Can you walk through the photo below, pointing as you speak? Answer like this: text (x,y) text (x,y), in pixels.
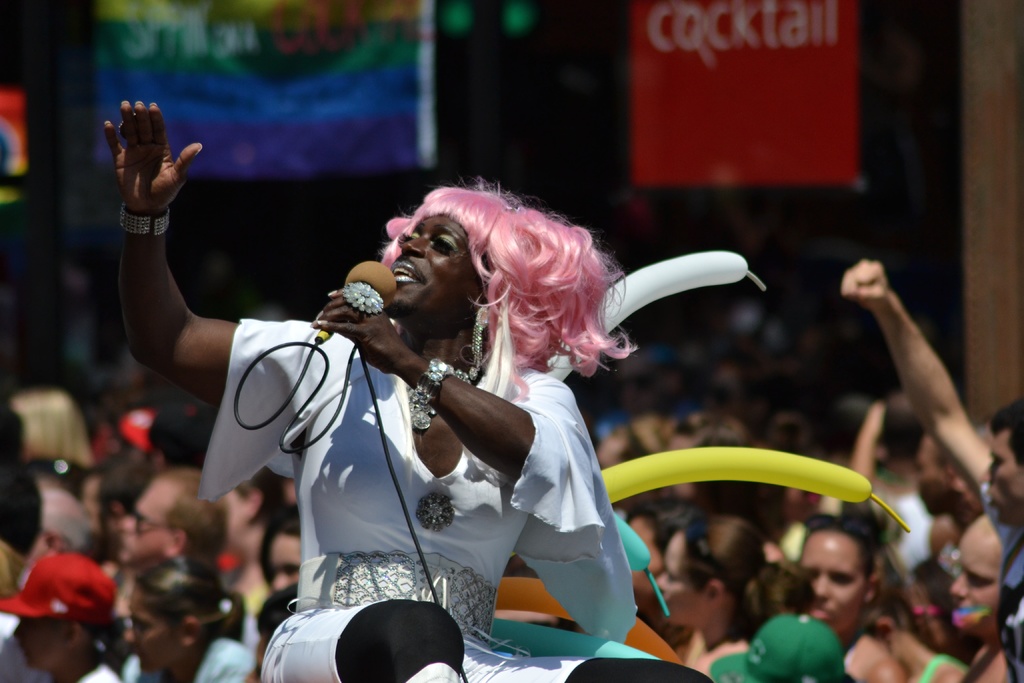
In the image there is a man (321,400) with wig (559,336) and white dress (414,456) talking on mic (379,267) and behind him there are many people (702,578) standing, this seems to be a carnival.
